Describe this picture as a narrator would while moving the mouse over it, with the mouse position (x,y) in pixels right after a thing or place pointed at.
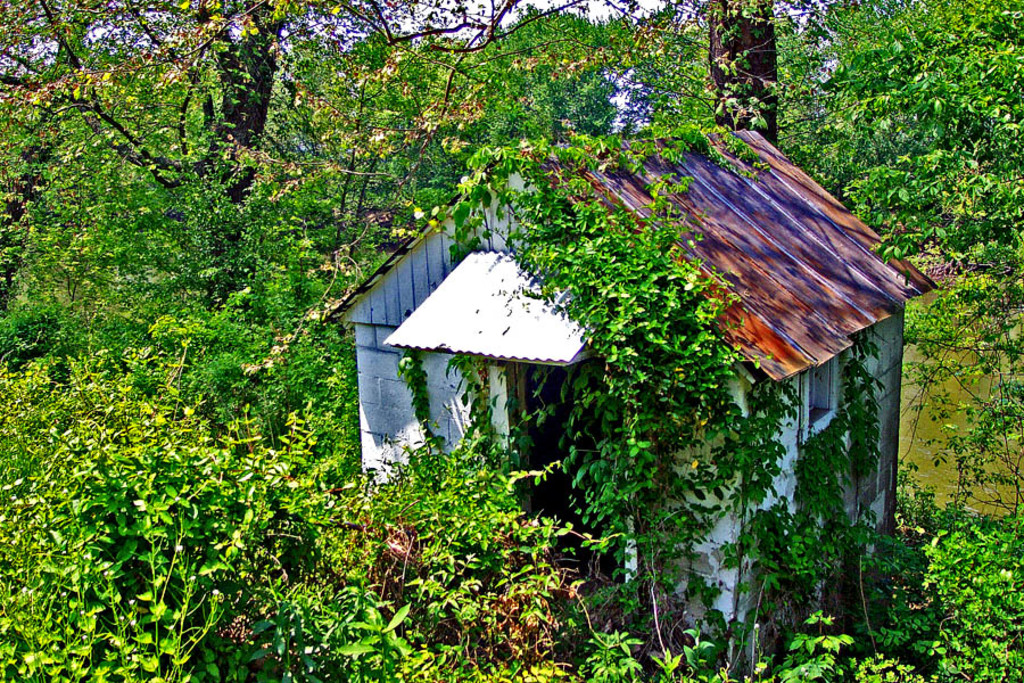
This picture shows a house (785,188) with trees (783,141) around.
